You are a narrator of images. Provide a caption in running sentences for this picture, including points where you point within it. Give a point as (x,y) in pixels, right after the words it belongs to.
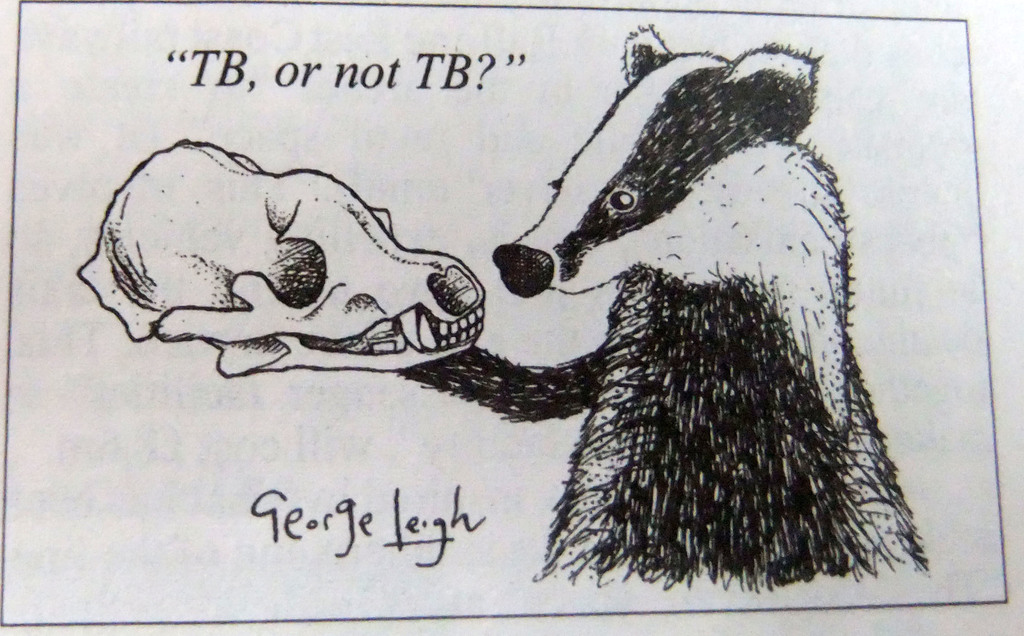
In this image I can see a painting (379,575) of an animal (613,443), skeleton (321,262) and text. It looks as if the image is taken from the book (929,19).
